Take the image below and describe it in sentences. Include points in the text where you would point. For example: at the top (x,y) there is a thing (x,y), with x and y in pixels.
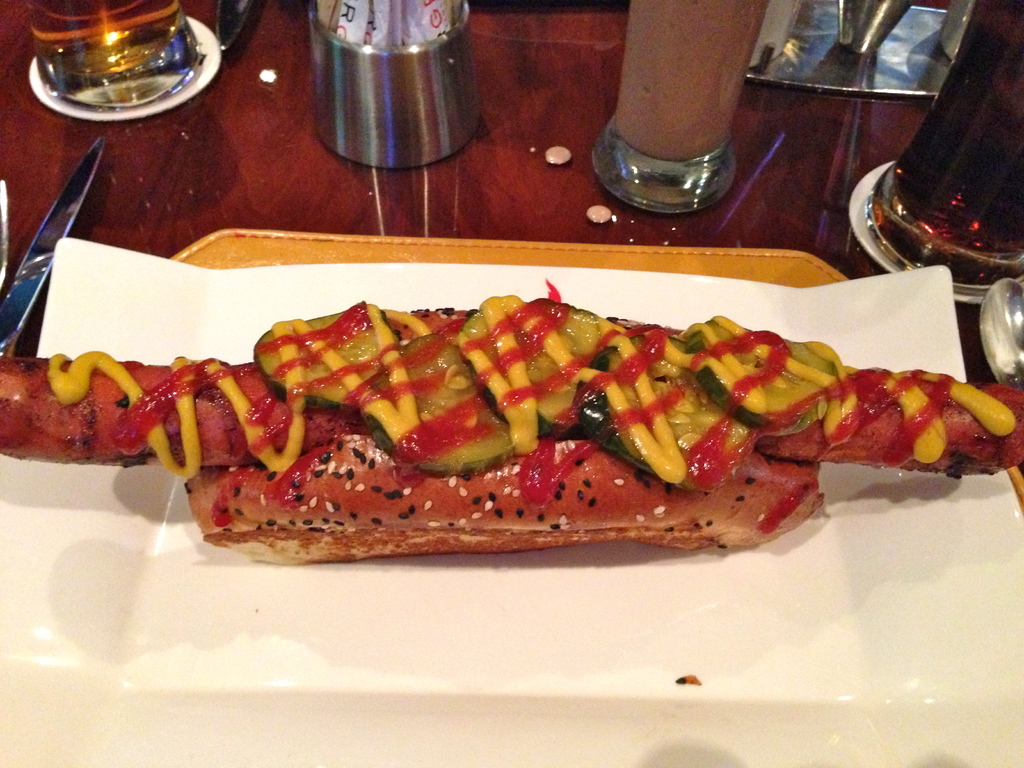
This picture is clicked inside. In the foreground (664,421) we can see a platter (178,330) containing a food item (416,449) and we can see a knife (93,165), glasses of drinks (57,60) and some other items (414,107) are placed on the top of the table (544,207).
